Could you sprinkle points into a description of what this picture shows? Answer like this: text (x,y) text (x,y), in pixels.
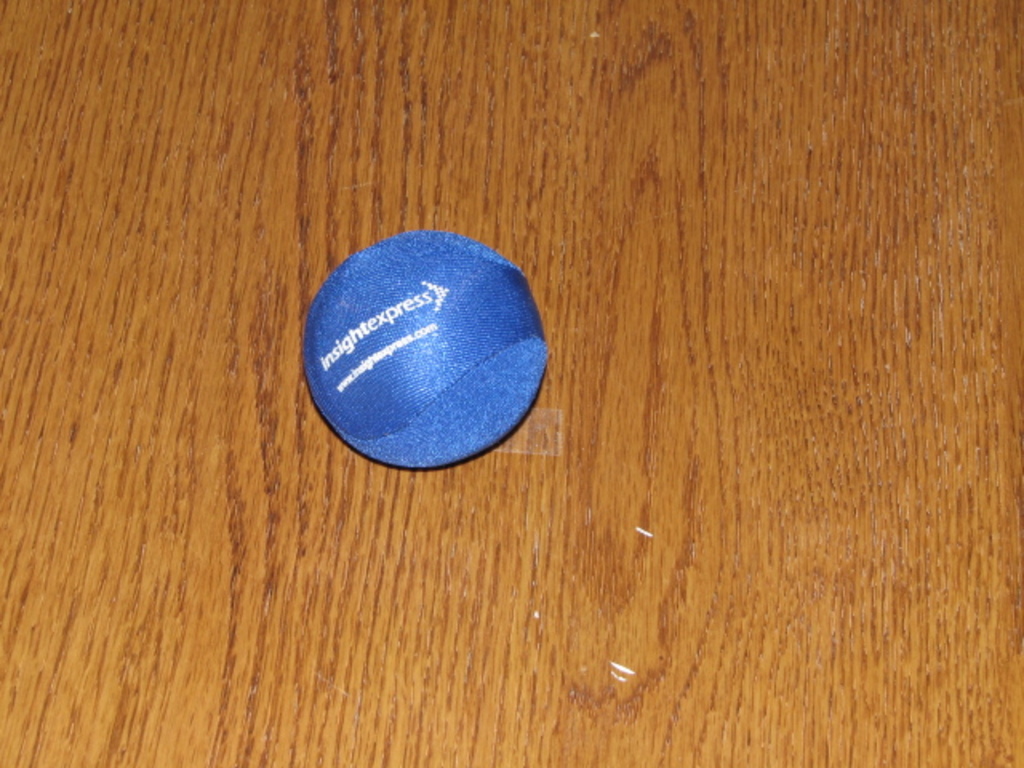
In this image I can see a blue colour ball (509,371) on the wooden table (406,562).
